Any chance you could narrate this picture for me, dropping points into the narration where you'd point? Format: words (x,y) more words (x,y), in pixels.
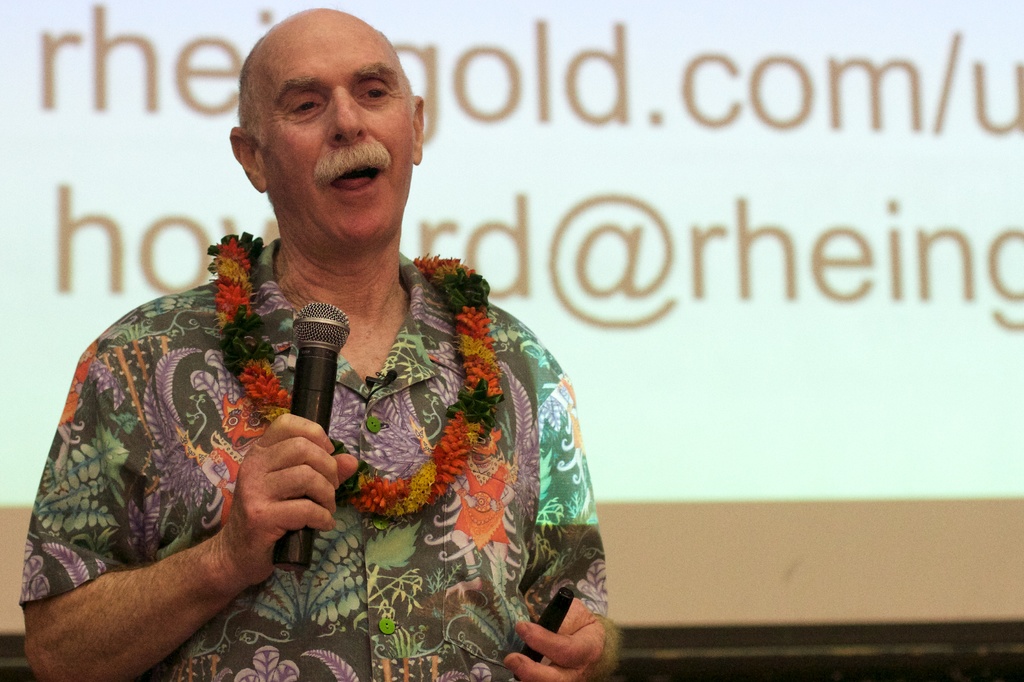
This is the picture of a man (320,507) in floral shirt (407,565) was holding a microphone (330,408). Behind the man (387,435) there is a projector screen (717,285).
